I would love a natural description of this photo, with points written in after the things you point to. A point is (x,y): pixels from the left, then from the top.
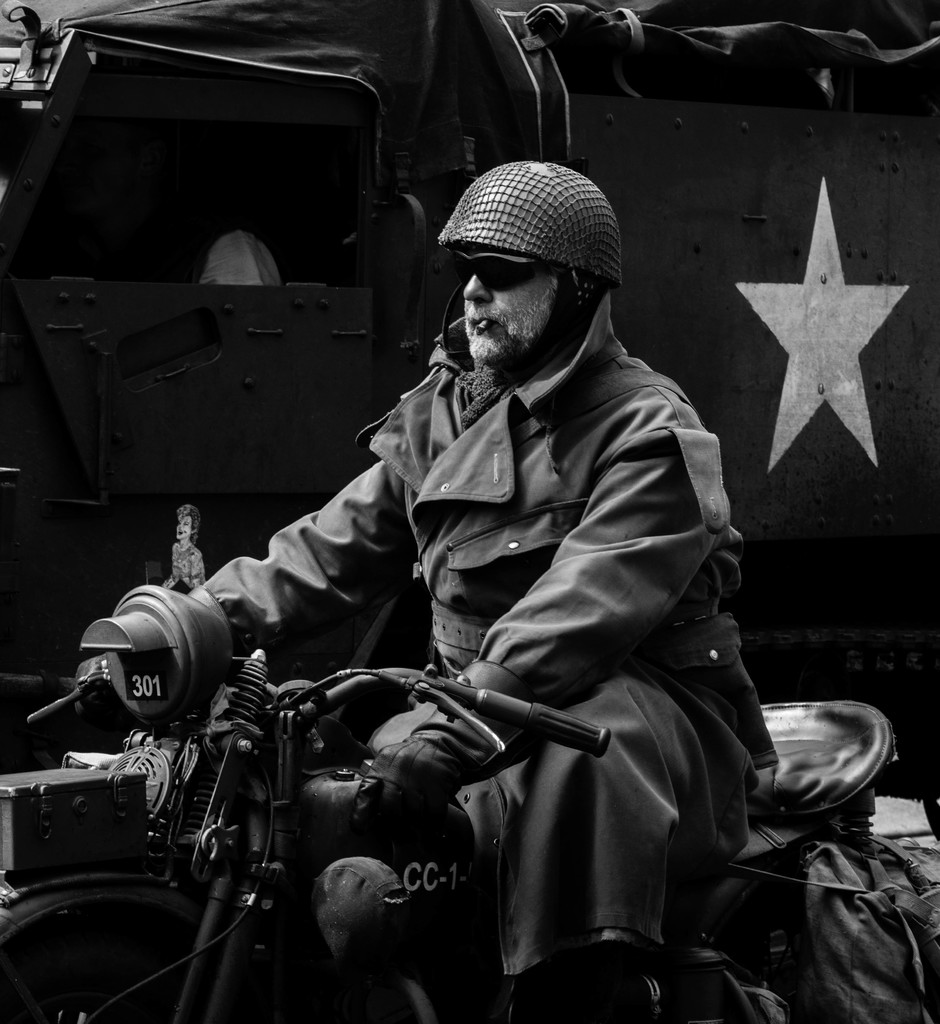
Here in this picture we can see a man (491,459) sitting on a motor bike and we can see he is having a cigarette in his mouth (482,332) and wearing a helmet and goggles (485,284) and beside him we can see a truck (193,36) present.
